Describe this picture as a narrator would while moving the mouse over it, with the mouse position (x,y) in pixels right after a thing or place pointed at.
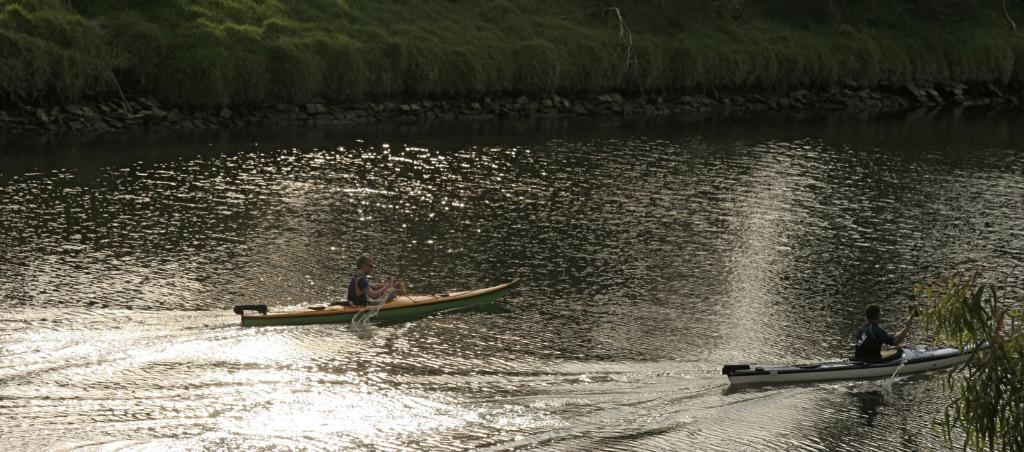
As we can see in the image there are two people (360,294) sitting on boats (958,355) and there is water (675,368). In the background (192,11) there is grass (358,10).
